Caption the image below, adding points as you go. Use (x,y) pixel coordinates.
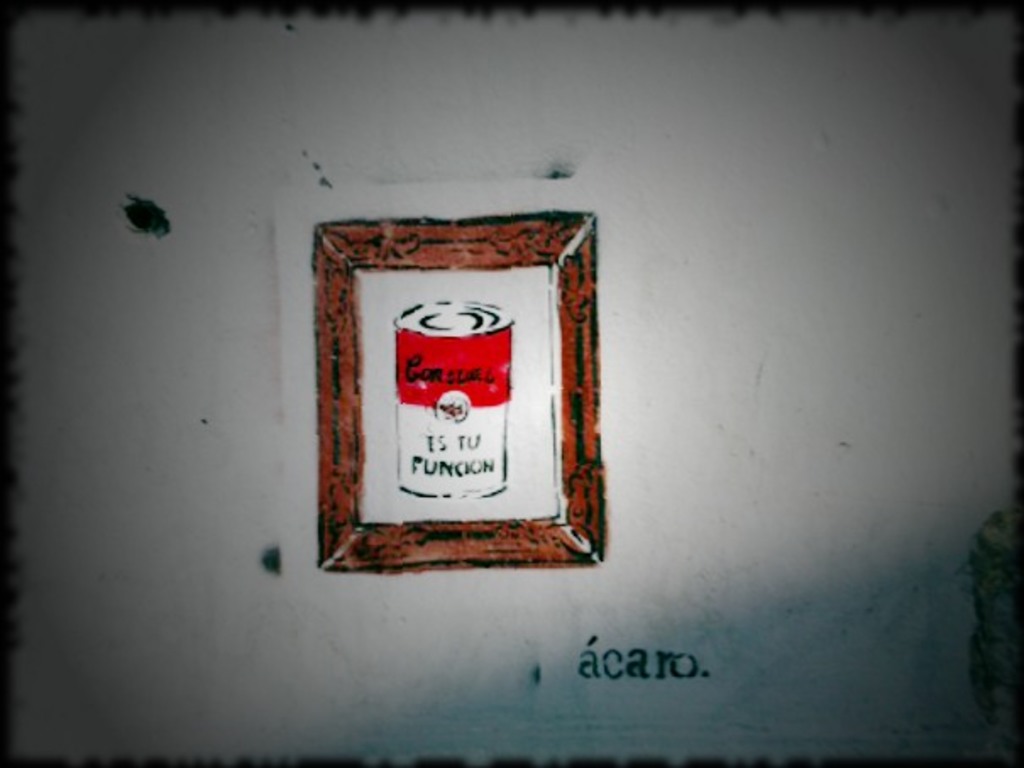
In this image we can see a picture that is painted on the wall (623,509).
